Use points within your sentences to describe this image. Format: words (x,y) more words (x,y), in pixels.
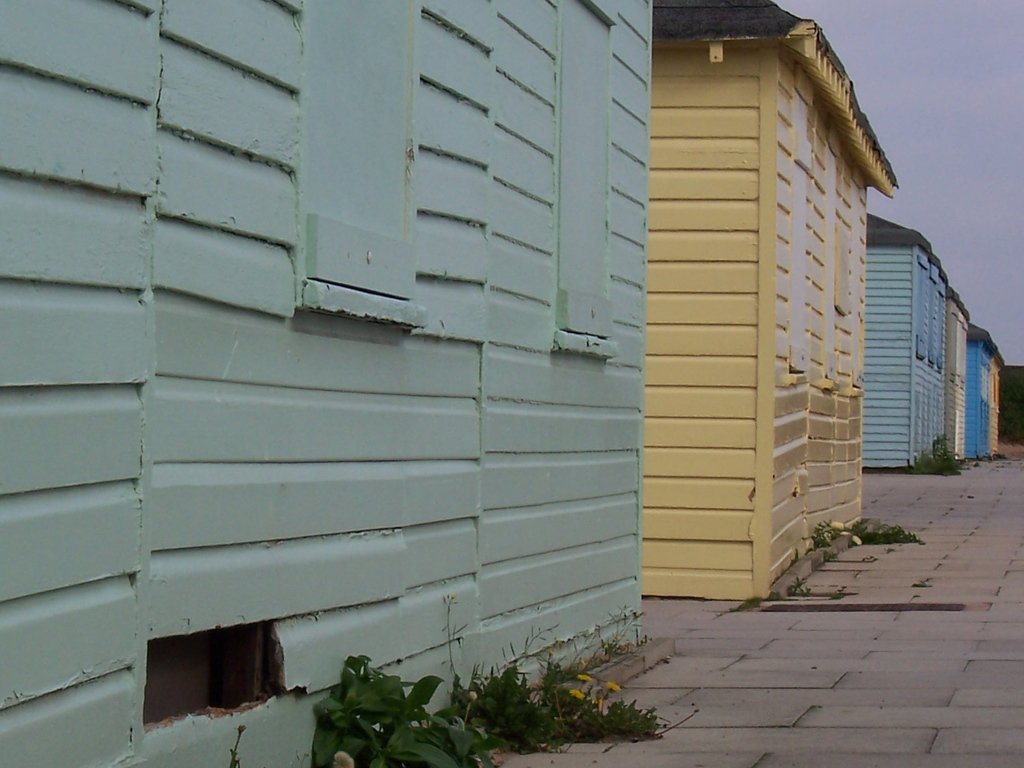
In this image we can see there are wooden houses (709,486), in front of the houses (781,510) there are grass (552,716) on the path (900,479). In the background (948,163) there is the sky (950,188).
